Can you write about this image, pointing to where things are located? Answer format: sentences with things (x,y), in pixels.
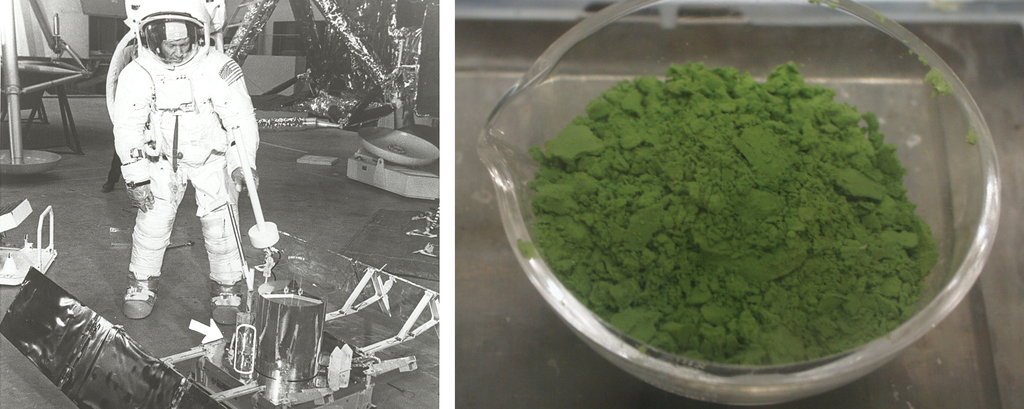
In the image we can see two different pictures. At the left (158,232) picture we can see a man (175,208) wearing suit (173,189), gloves (142,197), shoes (151,295) and helmet (170,31) and the person (154,74) is holding an object (255,211) in hand (245,186). In front of the person (160,194) there is an object (297,350). There is a floor (184,335) and many other things (256,20) around. In the right (784,155) image we can see a bowl (513,138), in the bowl (547,115) there is a powder (685,225), green in color.
